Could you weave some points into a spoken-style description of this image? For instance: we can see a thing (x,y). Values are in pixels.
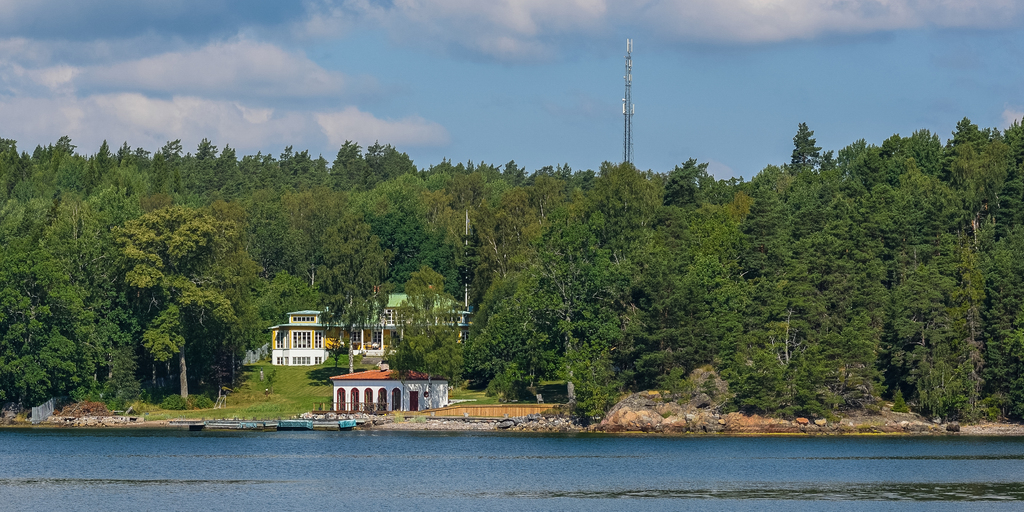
In this image we can see water (441,447) and in the background of the image (370,352) there are some trees (423,298), houses (381,327), tower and clear sky (472,83), there are some clouds (829,12).
